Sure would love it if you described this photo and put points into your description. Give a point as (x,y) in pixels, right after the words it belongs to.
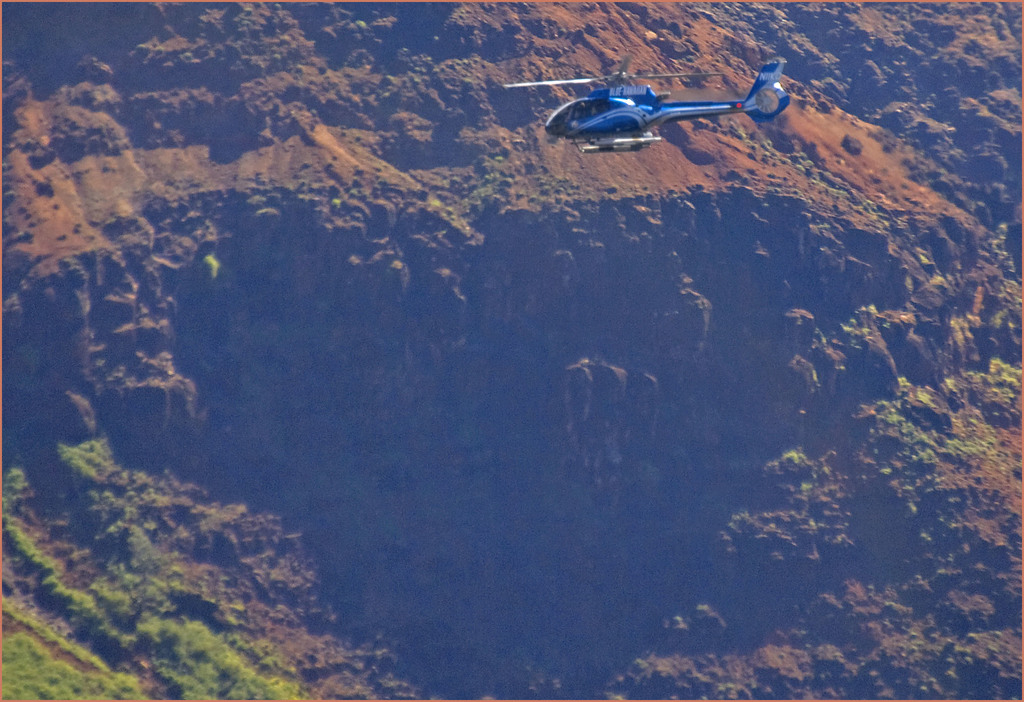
In the image we can see there is a helicopter (639,129) in the sky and in the bottom (165,641) there are hills (176,610). The ground (176,610) on the hills (320,277) are covered with grass (207,636).
